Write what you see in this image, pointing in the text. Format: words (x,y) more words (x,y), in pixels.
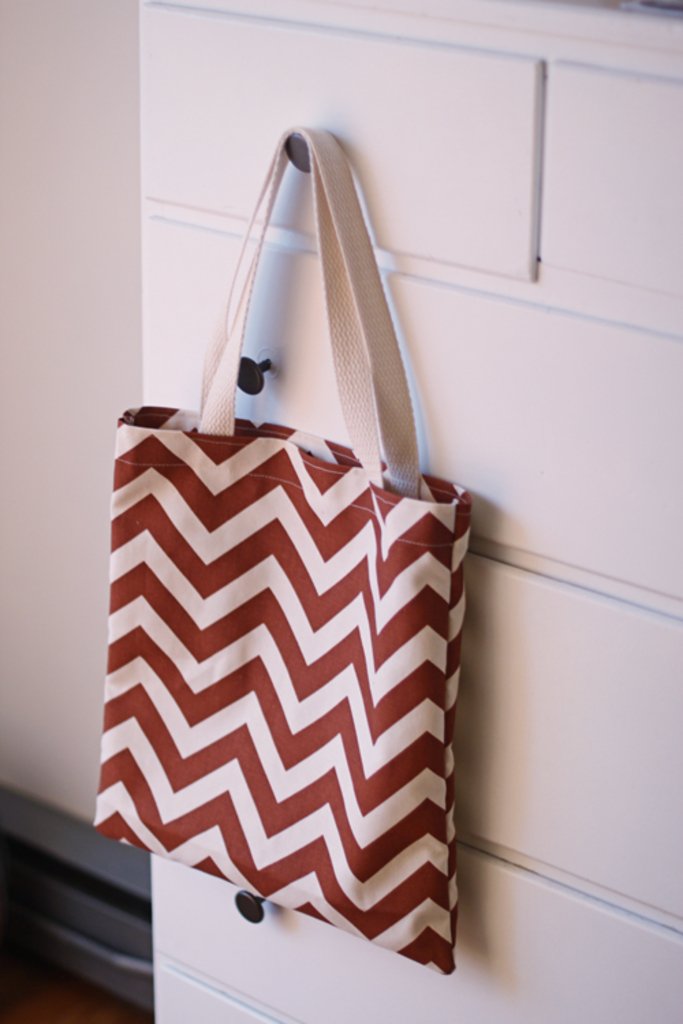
In this picture we can see a bag (291,659) which is hanging on to a knob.
